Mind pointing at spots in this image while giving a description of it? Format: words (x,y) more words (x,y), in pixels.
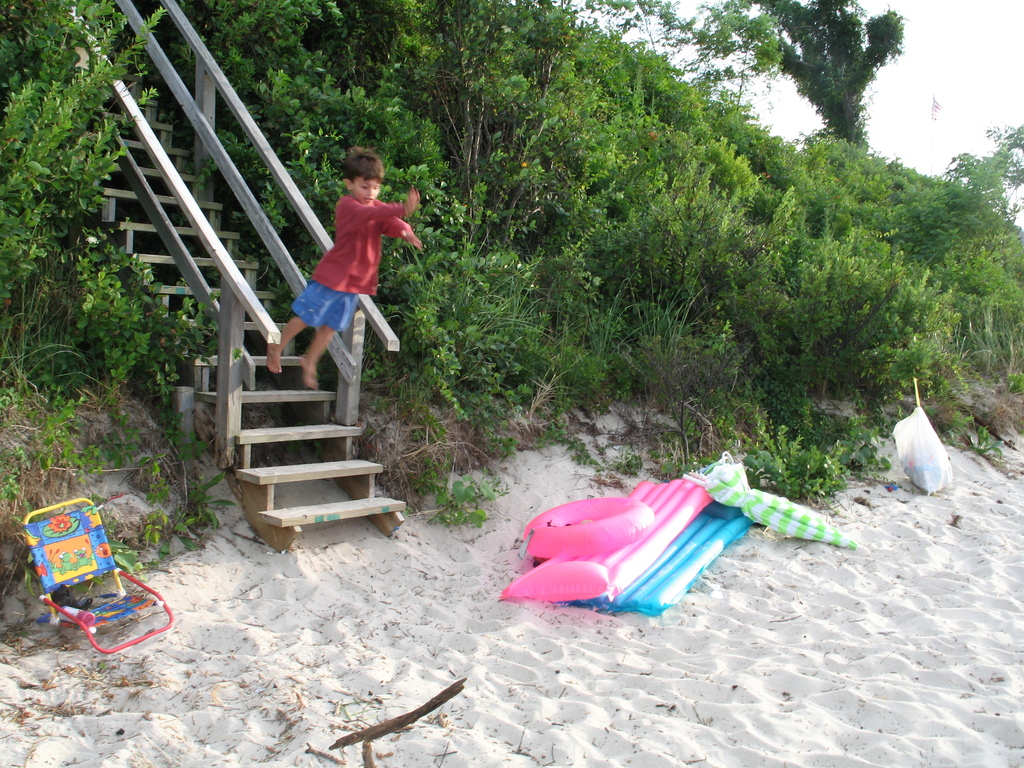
In this image there is an umbrella (815,536), cover (921,425), inflatable chairs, inflatable ring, chair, on the sand (330,592), staircase (306,513), plants (659,252), grass (1010,389), trees (796,160), a boy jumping from the staircase (151,224), sky (888,99).
